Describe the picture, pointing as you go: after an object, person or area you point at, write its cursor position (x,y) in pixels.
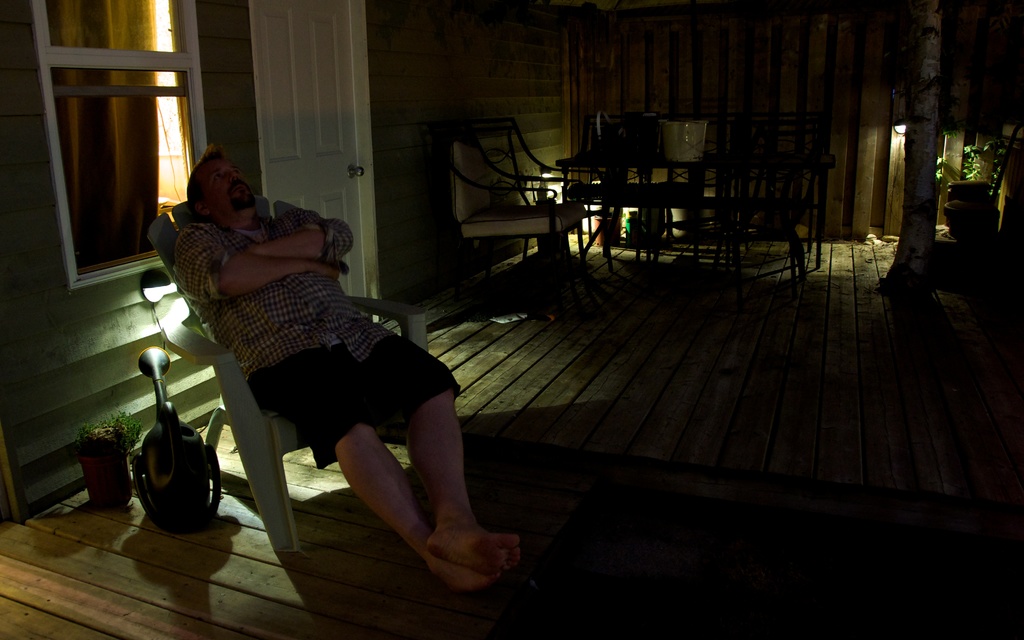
a person (260,323) is resting on a chair (267,420). left to him there is a plant (131,425). behind him there is a window (115,86) and a door (297,108). right to him there is a table (657,160) and chairs (511,143).
